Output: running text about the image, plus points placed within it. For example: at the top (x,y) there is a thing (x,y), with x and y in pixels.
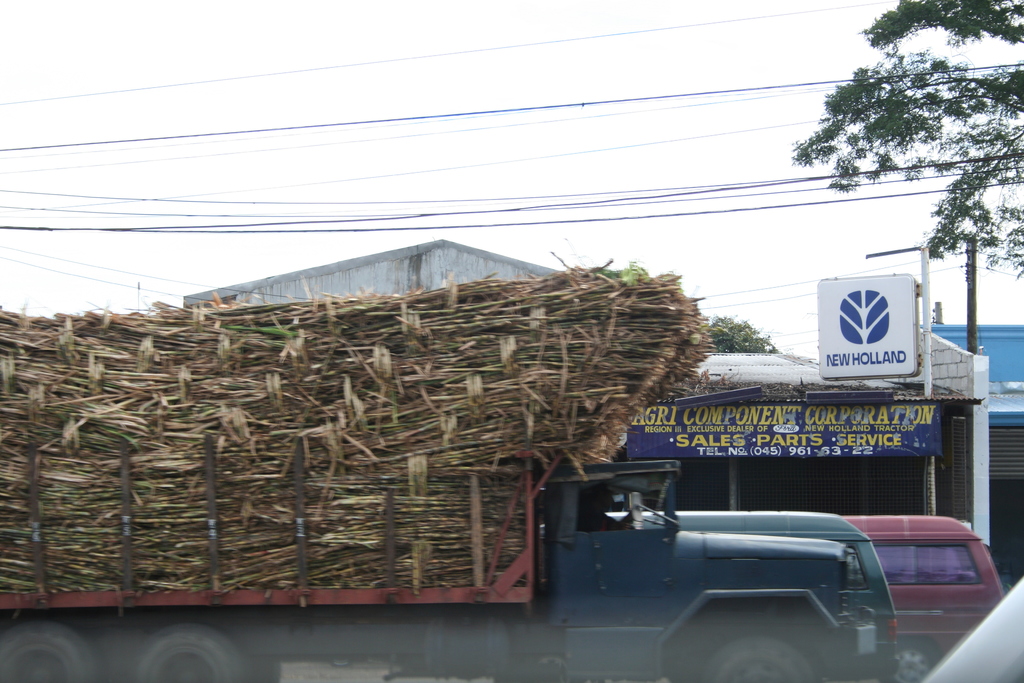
In the image we can see there is a truck (416,602) which is carrying dry grass (304,387) and there are other vehicles (972,600) parked on the road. Behind there are buildings (737,445) and there is a tree (894,44). There are electrical wires (941,176) on the top (32,209).
